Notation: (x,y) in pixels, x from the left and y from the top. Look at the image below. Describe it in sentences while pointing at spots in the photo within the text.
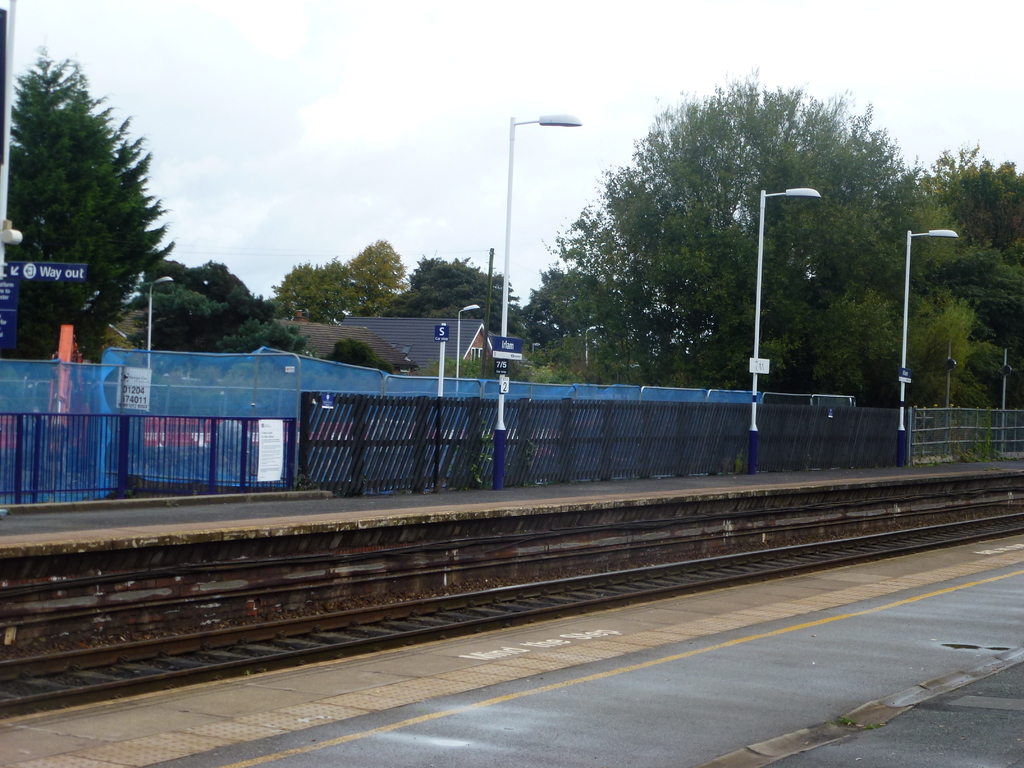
This picture is clicked outside. In the foreground (402,656) we can see the pavement (513,703) and the railway track (467,611) and we can see the railway platform (547,506). In the center (505,379) we can see the streetlights (519,124) and boards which are attached to the poles (502,398). In the background (768,283) there is a sky (412,107), trees (377,267), fence (315,409) and some other objects (397,345).
